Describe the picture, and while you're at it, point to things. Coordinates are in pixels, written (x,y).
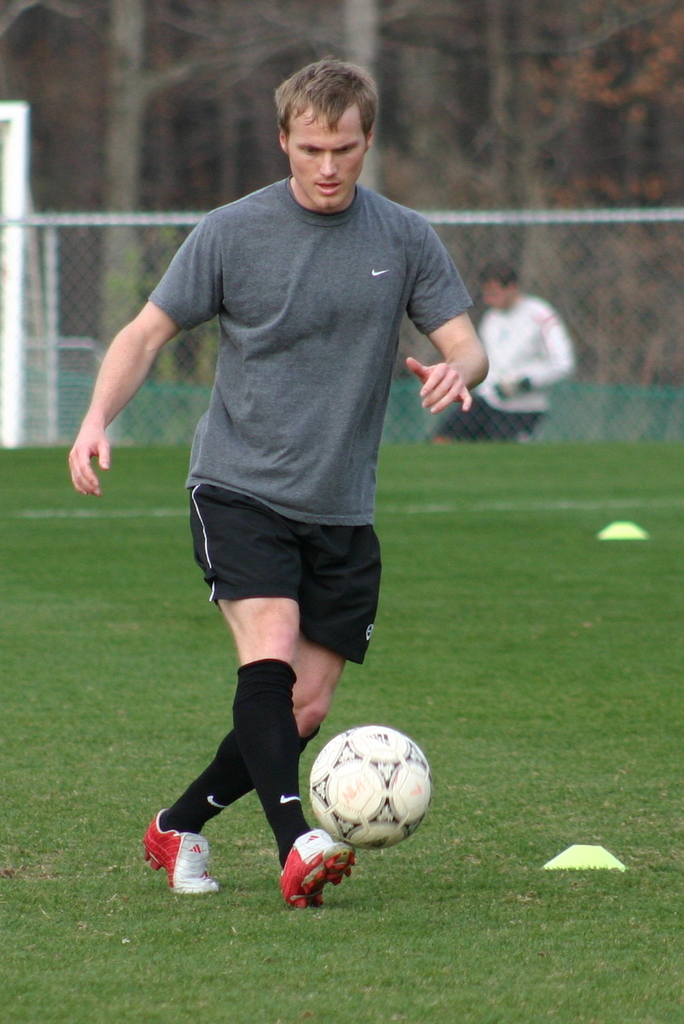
In this picture we can see a man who is playing with a ball (349,801). This is grass (473,653). On the background (673,424) there is a mesh (462,441) and these are the trees (532,121).
